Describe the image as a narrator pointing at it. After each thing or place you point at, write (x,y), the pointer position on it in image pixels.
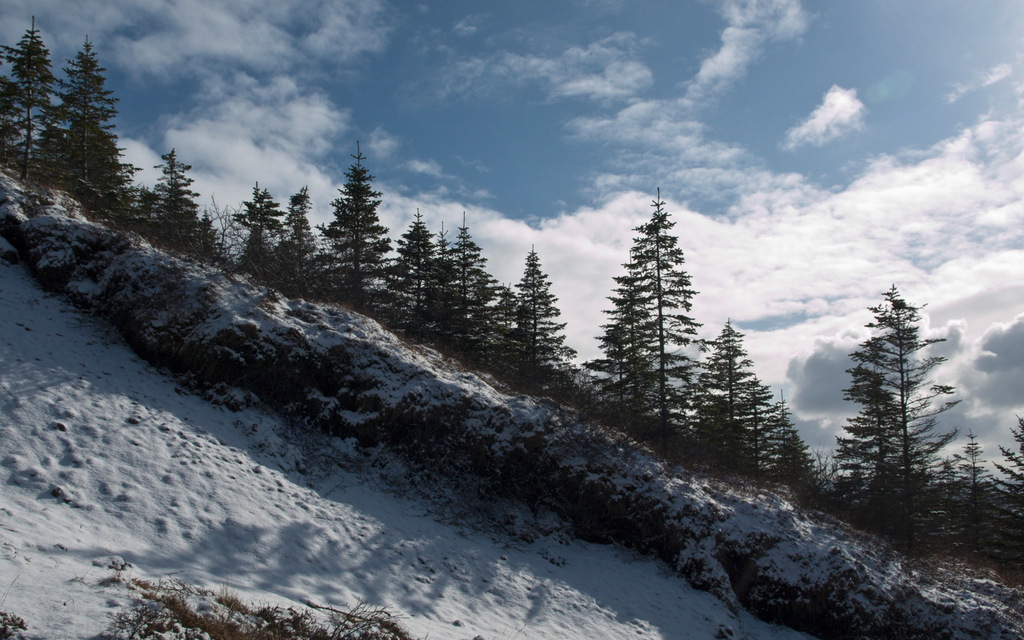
In this picture we can see snow (507,589) at the bottom (458,543), in the background (80,117) there are some trees (861,504), we can see the sky (706,132) and clouds (748,182) at the top of the picture (724,195).
